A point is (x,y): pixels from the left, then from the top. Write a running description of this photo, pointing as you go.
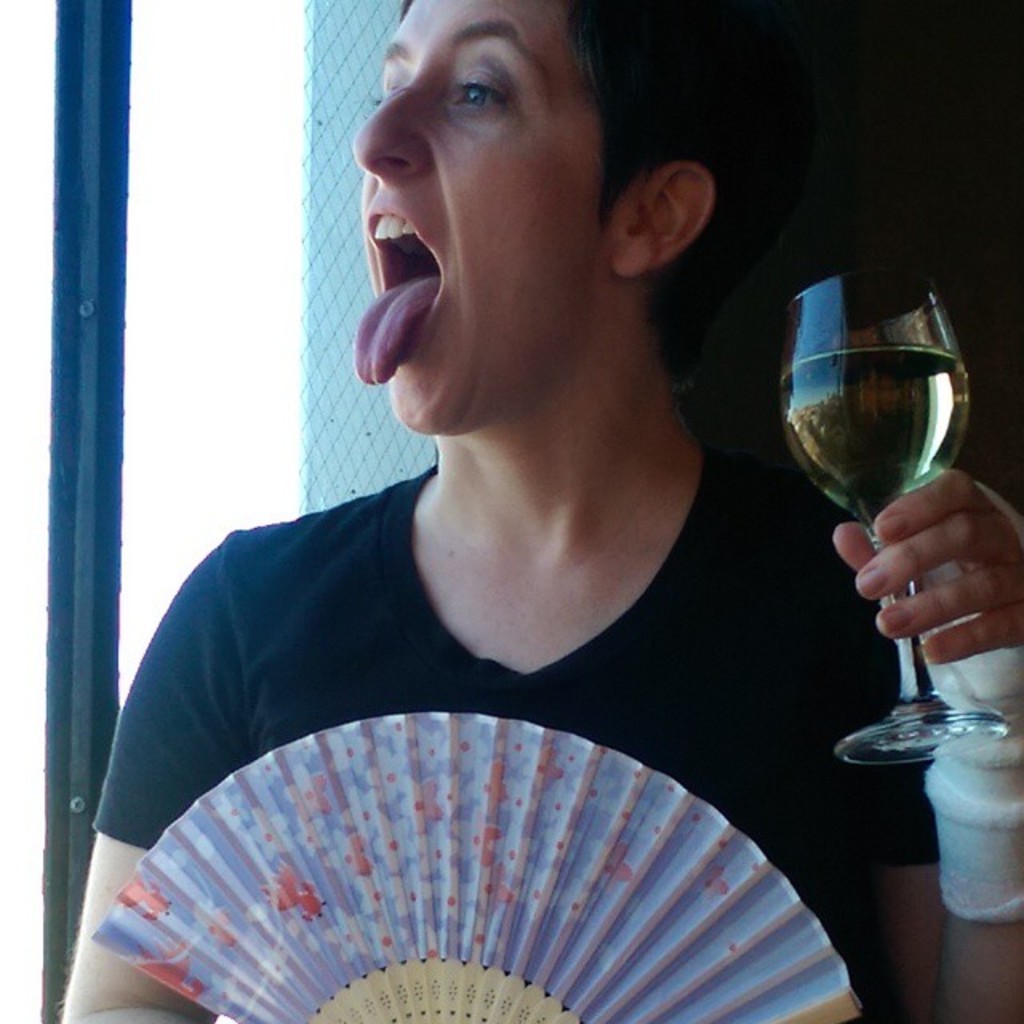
The person (605,732) in the black T-shirt (584,711) is holding a hand fan (504,892) in one of their hands (859,534). In the other hand (928,556), they are holding the glass (815,444) containing the liquid (933,430). Behind them, we see a dark wall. On the left side (88,302), we see the pole (64,479).
